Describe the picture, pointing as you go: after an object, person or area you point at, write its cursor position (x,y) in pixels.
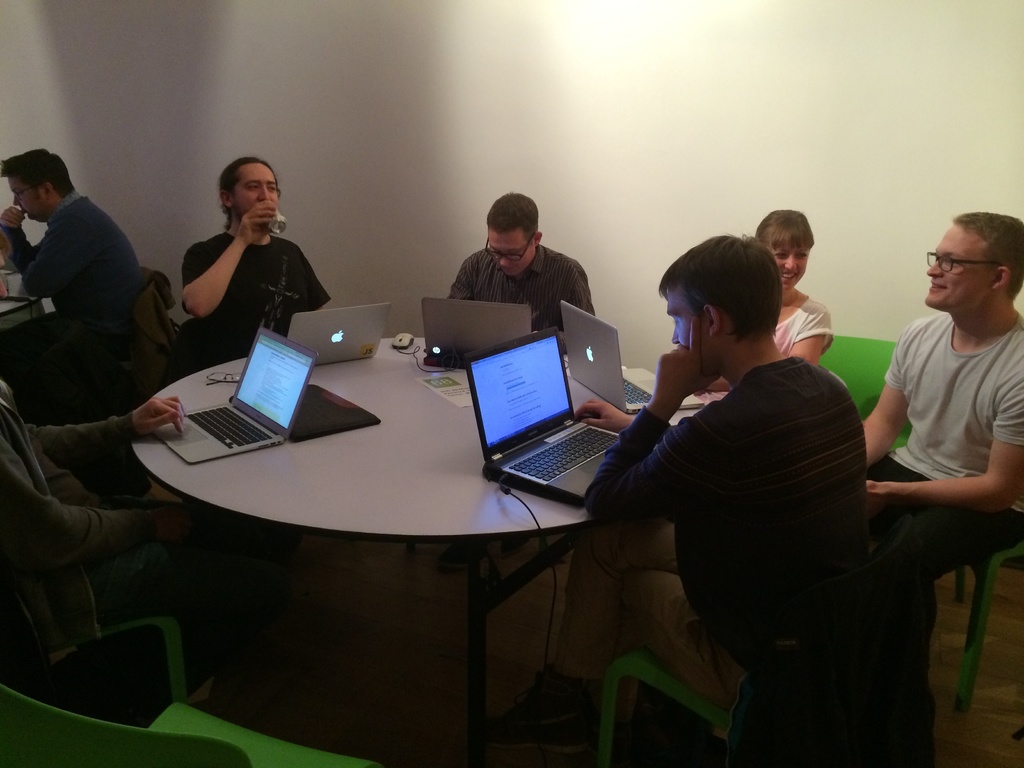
In this image I see few people (255,236) who are sitting on the chairs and there is a table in front of them and on the table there are laptops (465,346). In the background (384,243) I see the wall (384,243).
